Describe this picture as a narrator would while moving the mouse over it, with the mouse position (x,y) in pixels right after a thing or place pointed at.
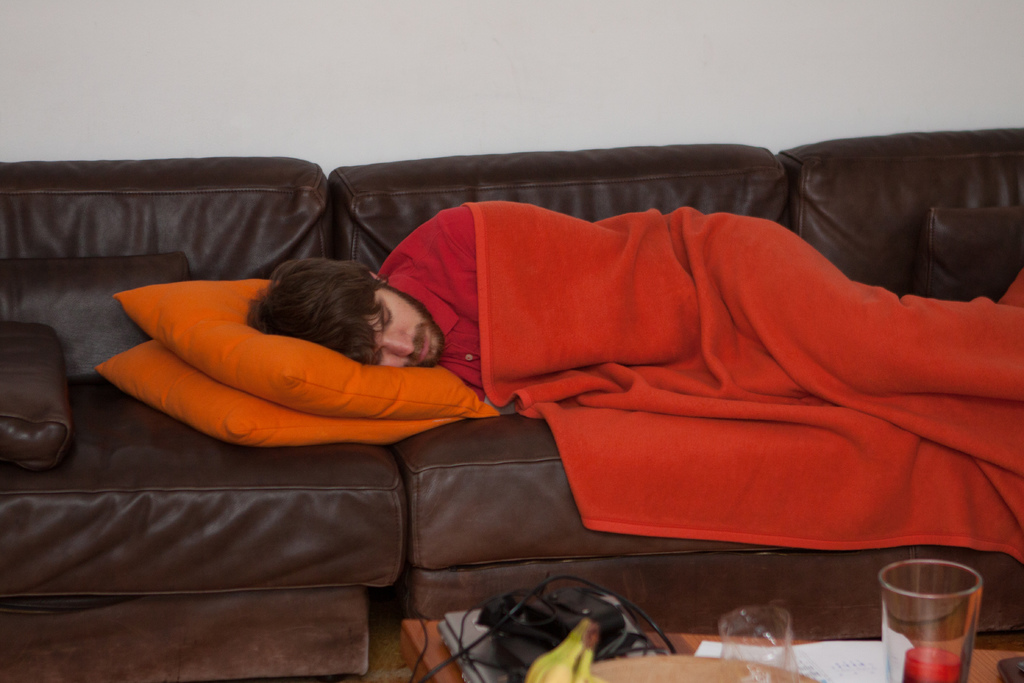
In this image there is a person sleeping on the sofa (476,454) with blanket (577,260) on him and pillows (266,363) under the head (393,346), also there is a table (692,638) with so many things (504,642) in it.
